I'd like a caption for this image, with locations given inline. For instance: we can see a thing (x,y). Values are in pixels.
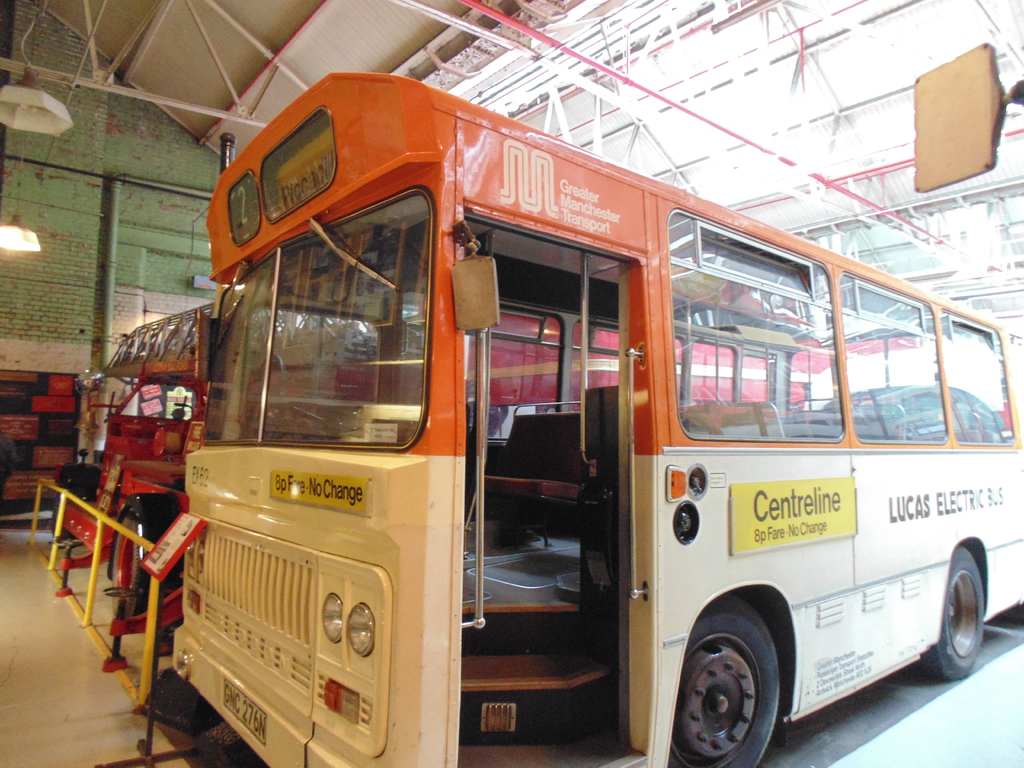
In this image we can see vehicles (440,100), there is a shed (490,63), poles (91,42), pipe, lights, there is a fence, also we can see some text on the bus (228,501), and the wall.
